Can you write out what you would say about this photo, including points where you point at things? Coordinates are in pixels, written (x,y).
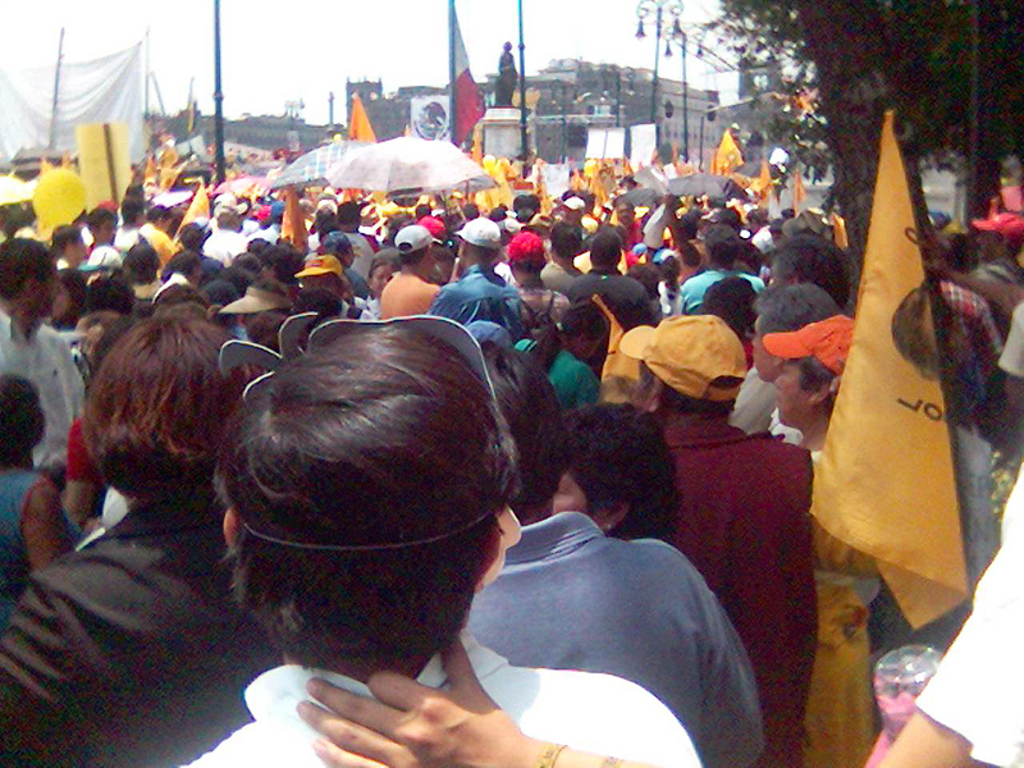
In this image we can see the people (392,306) standing on the ground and holding flags (461,115), umbrellas (326,179) and boards (111,168). We can see the buildings (494,85), poles (524,139), statue (496,132), light poles (656,77), trees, banner (75,119) and sky (551,57) in the background (296,58).
